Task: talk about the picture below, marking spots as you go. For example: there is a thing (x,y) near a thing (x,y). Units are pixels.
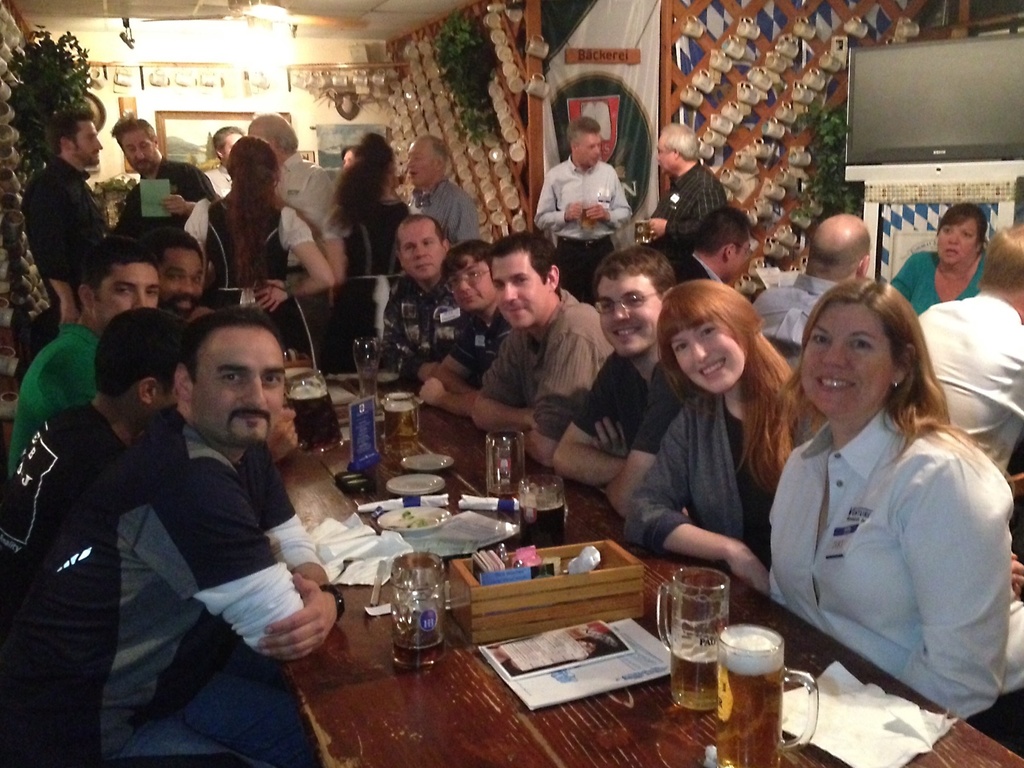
In the foreground of this image (154,500), there are people (534,285) sitting in front of a table (578,736) on which there are jars (441,615), glasses (529,495), saucers (423,475), few boards (370,445), tissues (336,547), papers (603,658) and few objects (573,572) in the wooden basket (548,604). In the background (73,203), there are few people (299,183) sitting and standing, many mugs (733,180) on the wall (21,185), few plants (456,89), a banner (619,76), a light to the ceiling (369,28) and a screen (890,105) on the right (890,105).
